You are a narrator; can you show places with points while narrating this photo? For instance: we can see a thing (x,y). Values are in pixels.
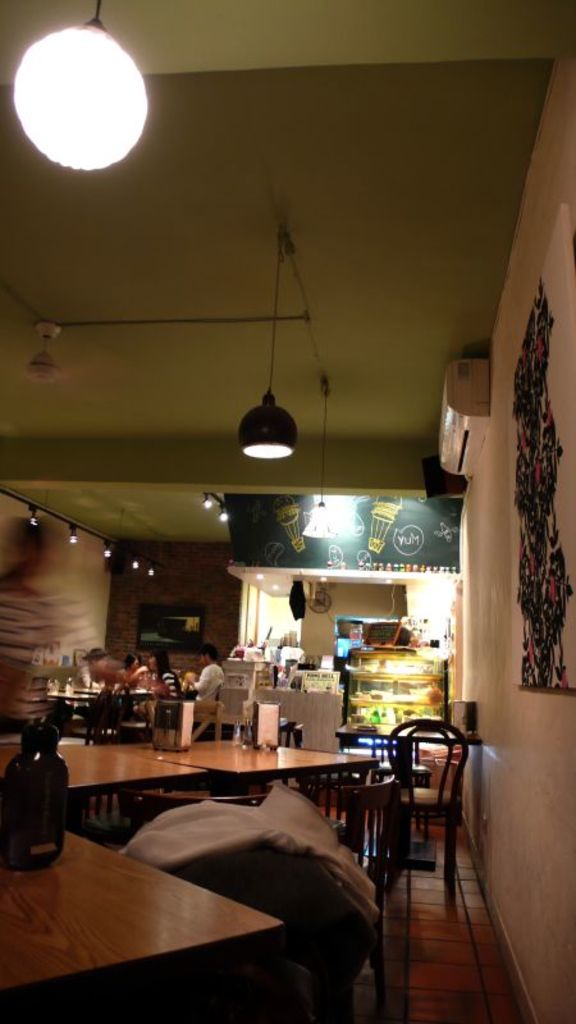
This picture shows an inner view of a restaurant (220,649) where few people (160,692) seated and we see few chairs (344,784) and tables (325,760).
